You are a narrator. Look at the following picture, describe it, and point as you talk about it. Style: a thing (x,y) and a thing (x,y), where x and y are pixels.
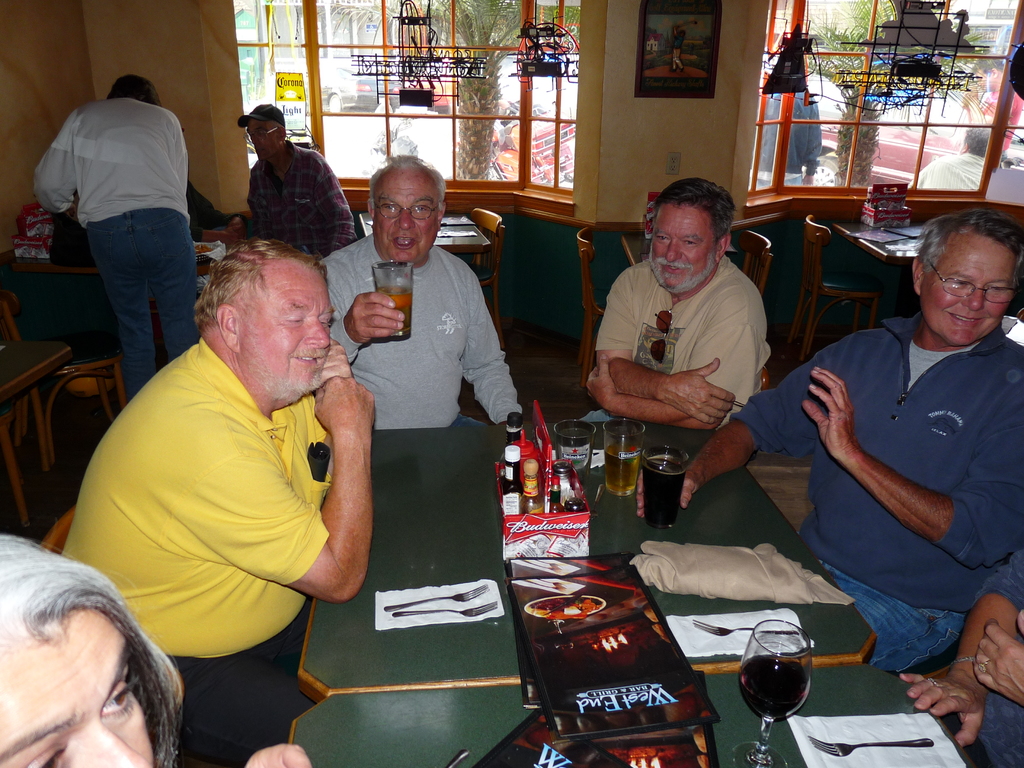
In this image I can see a group of people (400,418) are sitting on a chair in front of a table (462,494). On the table (500,679) I can see there is a few objects (626,651) on it and there is a window (513,63).
